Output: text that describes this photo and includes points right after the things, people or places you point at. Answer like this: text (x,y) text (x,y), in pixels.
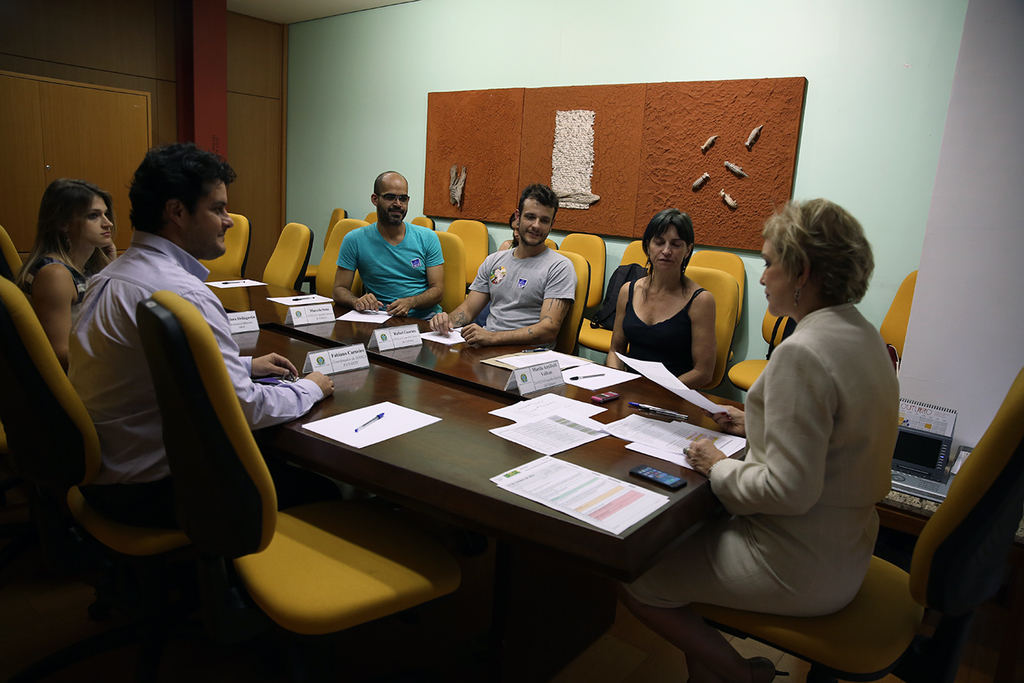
In the image we can see there are people (689,368) who are sitting on chair (590,322).
